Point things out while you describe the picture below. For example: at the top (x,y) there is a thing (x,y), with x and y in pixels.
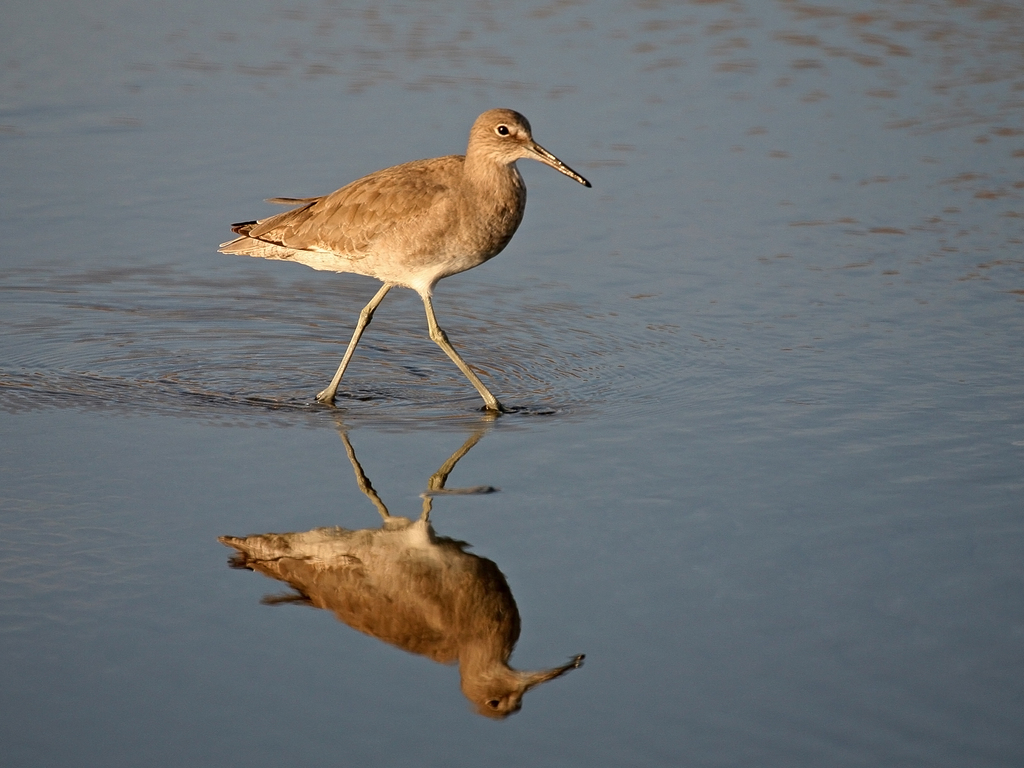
In this picture we can see a bird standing in the water (306,345). On the water (338,477), we can see the reflection (415,601) of the bird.
